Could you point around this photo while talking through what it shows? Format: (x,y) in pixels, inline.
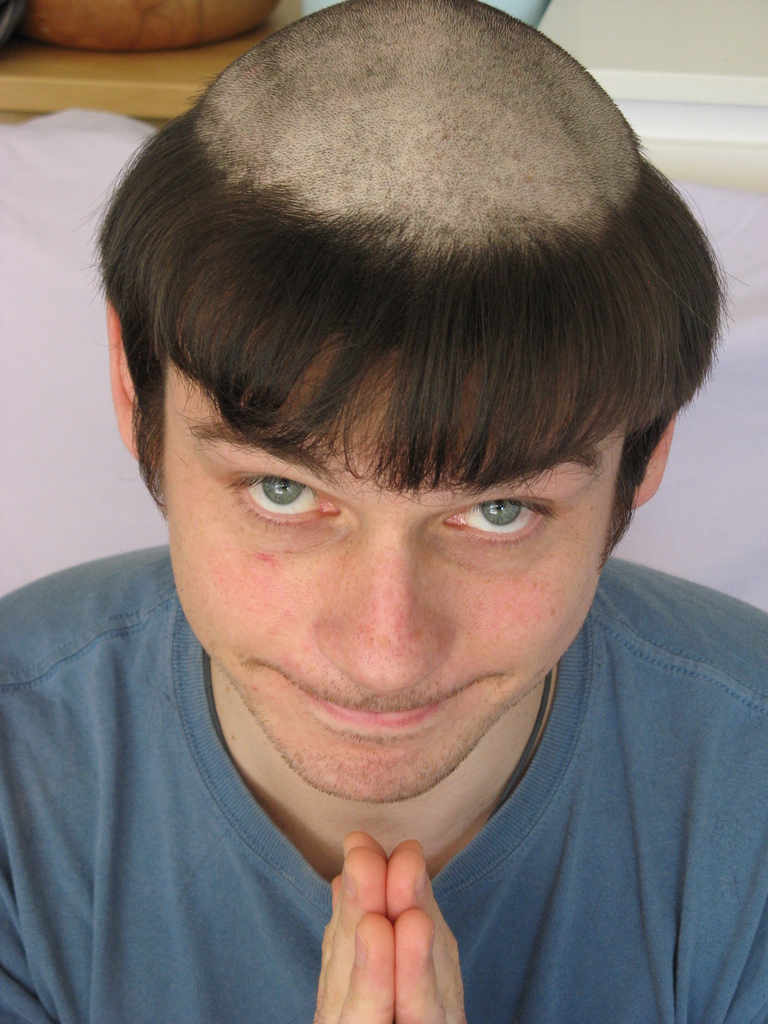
In this image I can see a man (453,856) is holding his hands (396,979), he wore t-shirt (503,937). His hair (459,204) is cut.
